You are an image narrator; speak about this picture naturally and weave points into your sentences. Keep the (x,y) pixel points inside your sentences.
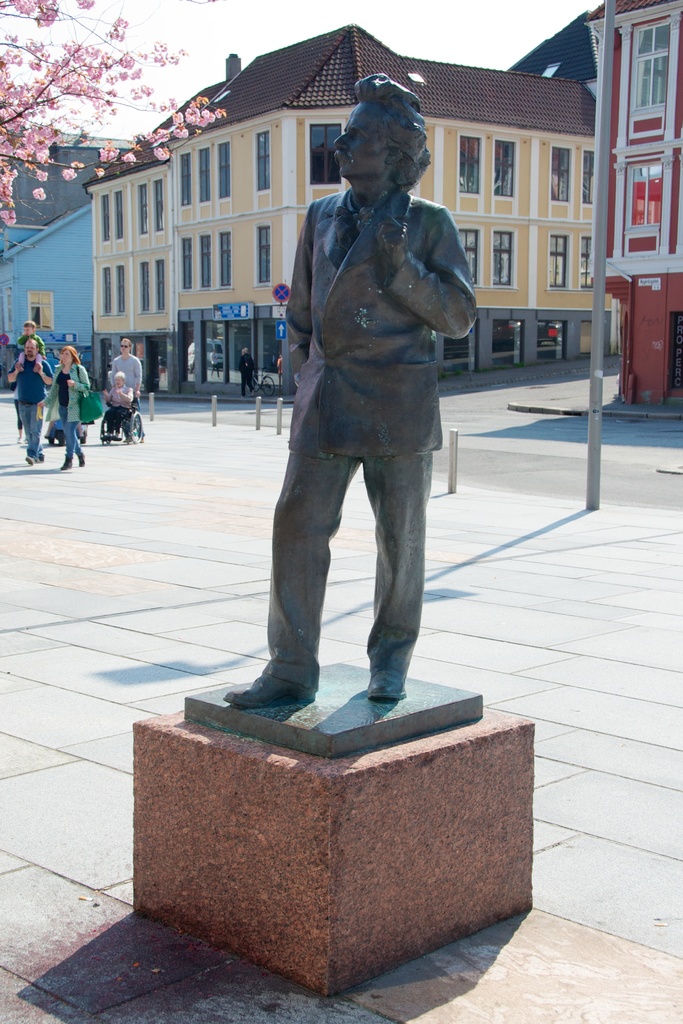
In this picture there is a statue (353,337) in the center of the image (334,350) and there are people (48,375) on the left side of the image (94,350), there are buildings (287,198) in the background area of the image (315,187) and there is a flowers tree (67,88) in the top left side of the image (59,100) and there is a pole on the right side of the image (606,110).
